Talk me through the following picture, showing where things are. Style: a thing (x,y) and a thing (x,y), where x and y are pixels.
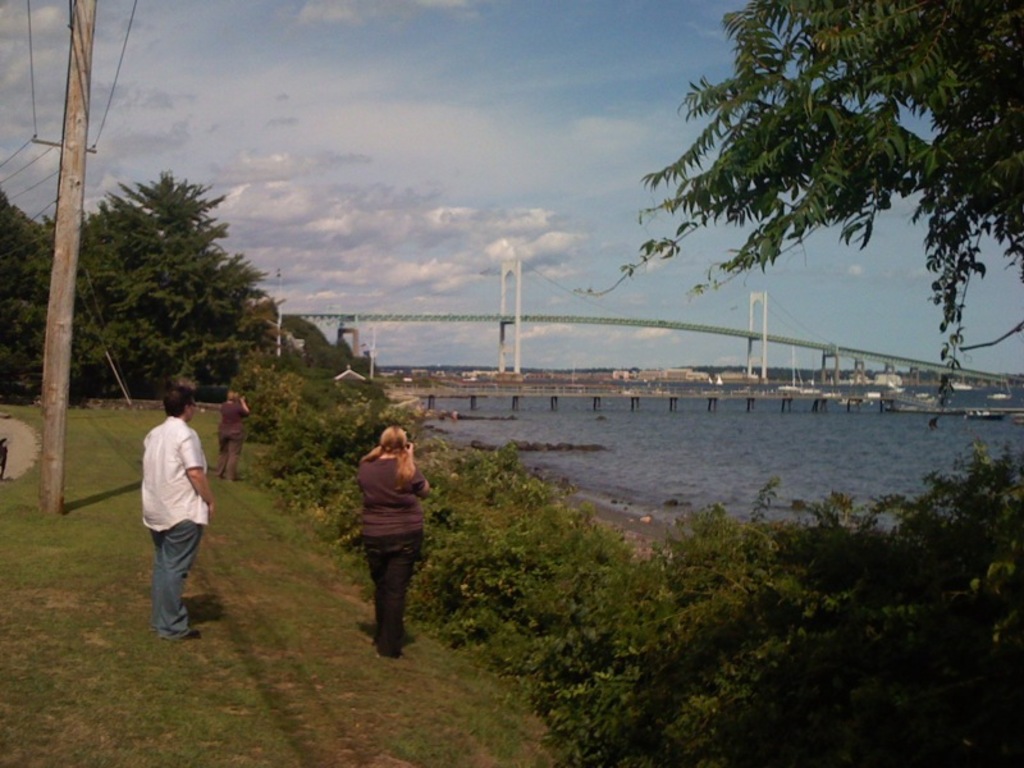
Here in this picture on the left side (308,503) we can see people (376,488) standing and walking on the ground (221,497), which is fully covered with grass (51,538) and we can also see plants (475,629) and trees (245,315) present and on the right side (733,448) we can see water (605,445) present over there and we can also see bridges (672,392) present and we can see clouds (404,257) in the sky (511,163) and on the left side (72,243) we can see an electric pole (75,225) present.
